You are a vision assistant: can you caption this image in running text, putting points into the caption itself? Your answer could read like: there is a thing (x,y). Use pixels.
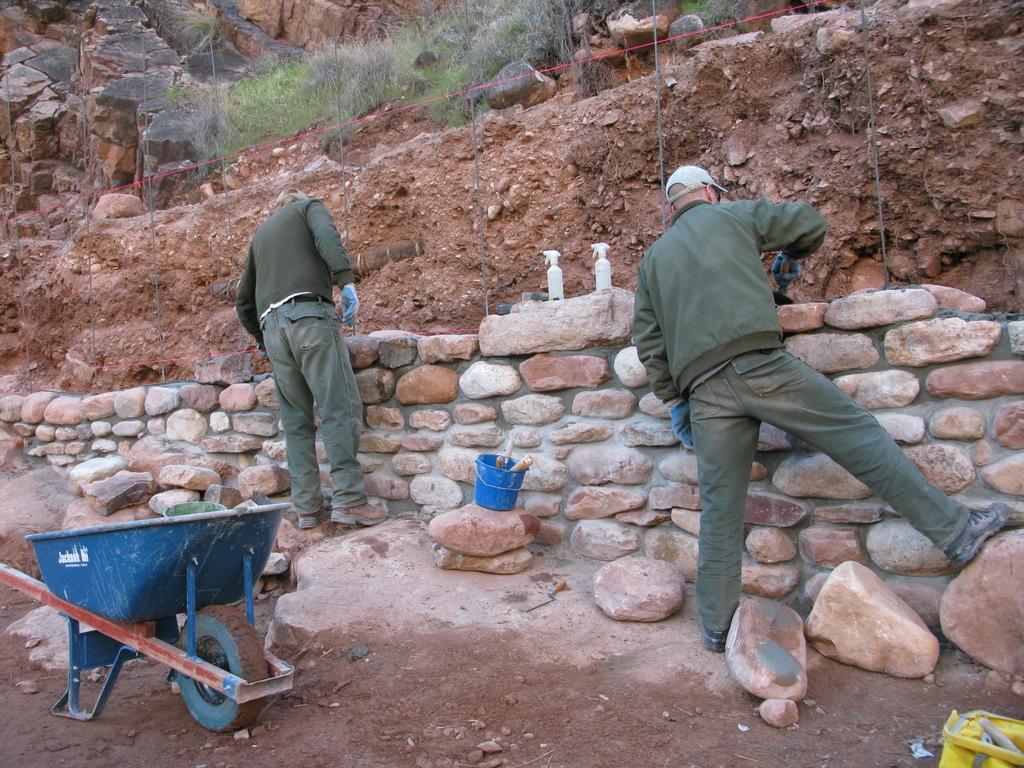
In this image I can see two persons (267,346) constructing a stone wall (668,436). On the left side (138,627) I can see a wheelbarrow (138,627). At the top (255,140) I can see few rocks (80,112) and some plants (399,90).
